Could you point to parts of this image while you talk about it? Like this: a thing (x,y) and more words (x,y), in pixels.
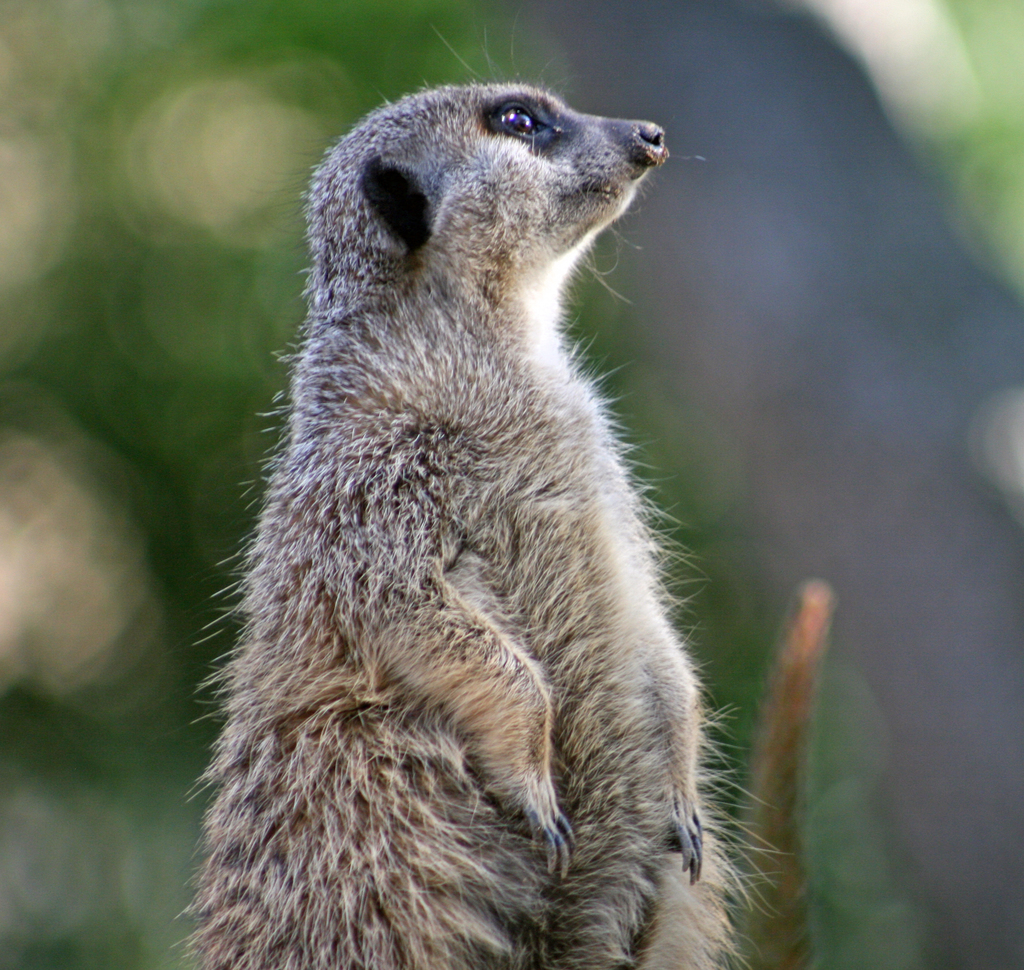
In this image there is a Meerkat (527,534) truncated towards the bottom of the image (753,956), the background of the image (937,380) is blurred.
